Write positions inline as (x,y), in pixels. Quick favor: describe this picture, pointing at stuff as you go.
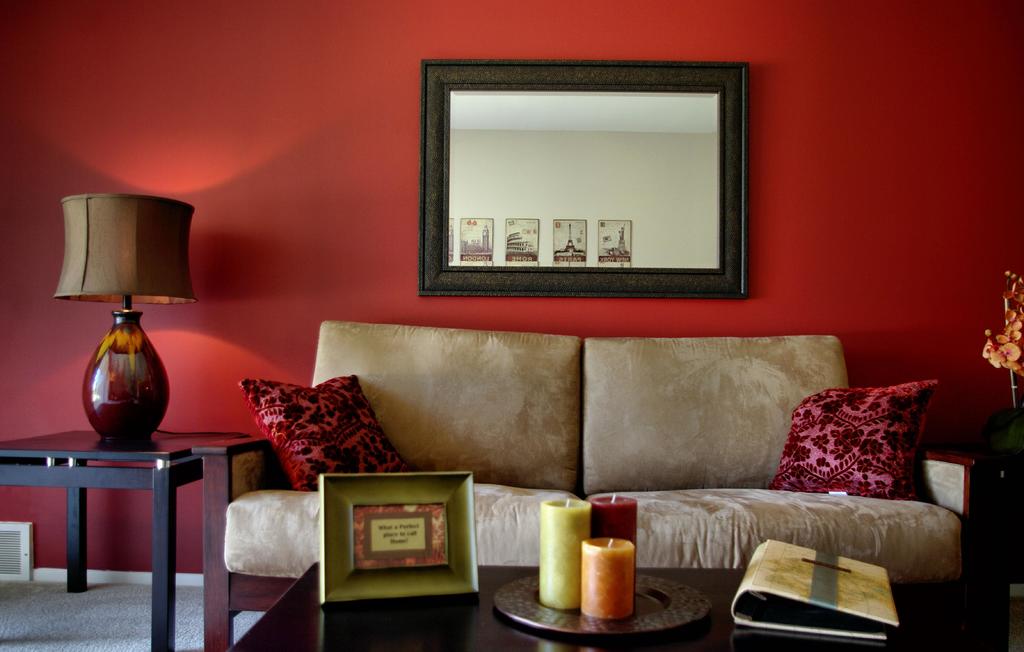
In the middle (573,418) it's a sofa (658,534) behind it a wall (290,222).
